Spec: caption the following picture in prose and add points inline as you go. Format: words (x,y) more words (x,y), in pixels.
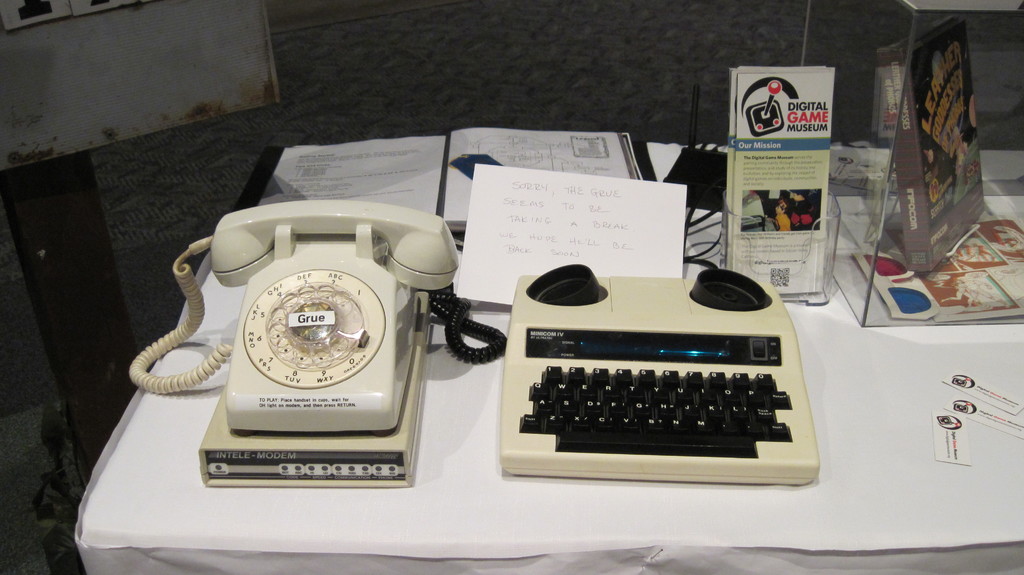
On the left side (261,383) there is a telephone (394,360) there are books (448,162) in the middle of an image (449,210).
